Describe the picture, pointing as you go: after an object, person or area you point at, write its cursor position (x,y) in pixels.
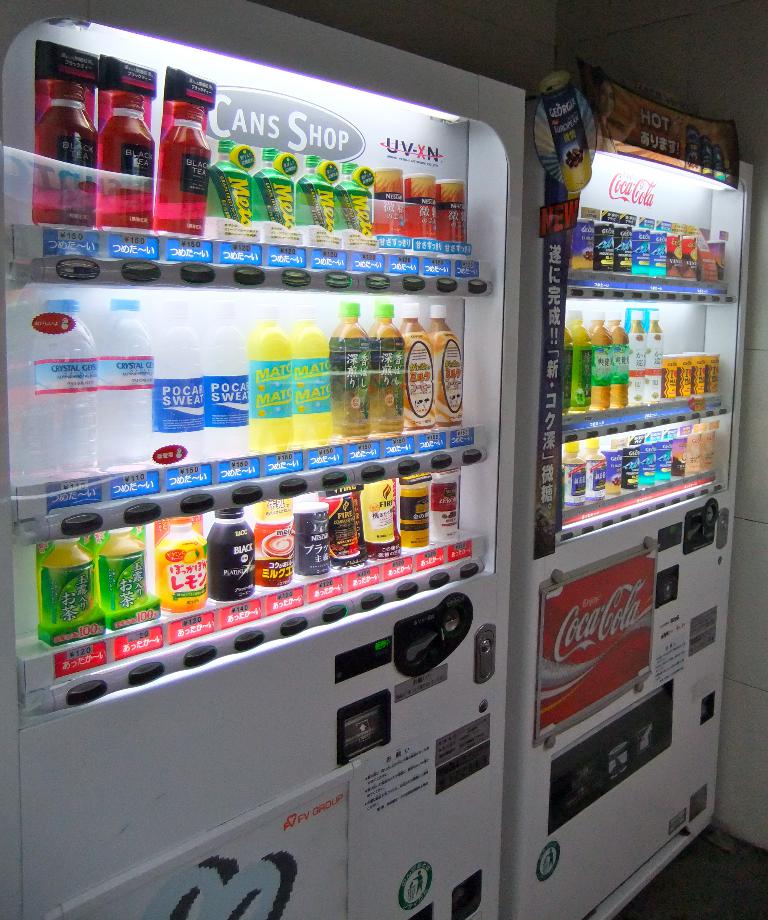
In this image there are refrigerators (514,646) and we can see beverages (380,386) placed in the refrigerators (607,430). In the background (651,9) there is a wall (530,32).
